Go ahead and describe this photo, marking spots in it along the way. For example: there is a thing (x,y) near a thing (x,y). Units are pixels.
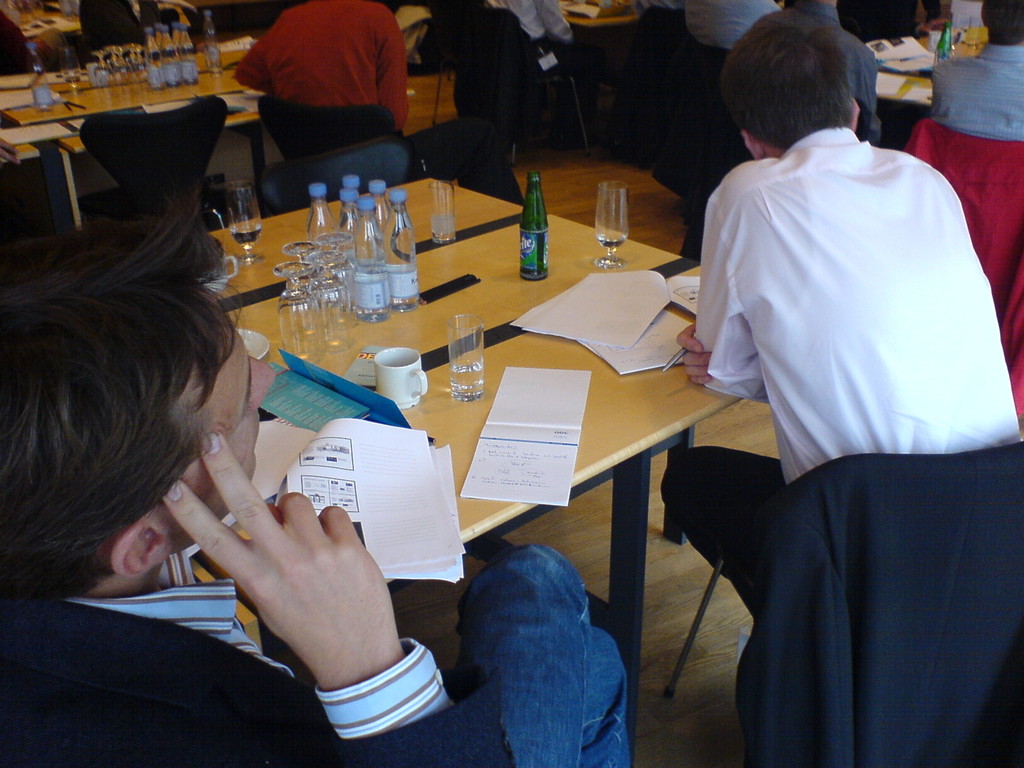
The person (122,641) in the left (174,671) is sitting and there is a table (344,354) in front of him which has some papers (382,488), water bottles (371,312), glasses (334,266) on it and there are some group of people (784,104) in front of him.
